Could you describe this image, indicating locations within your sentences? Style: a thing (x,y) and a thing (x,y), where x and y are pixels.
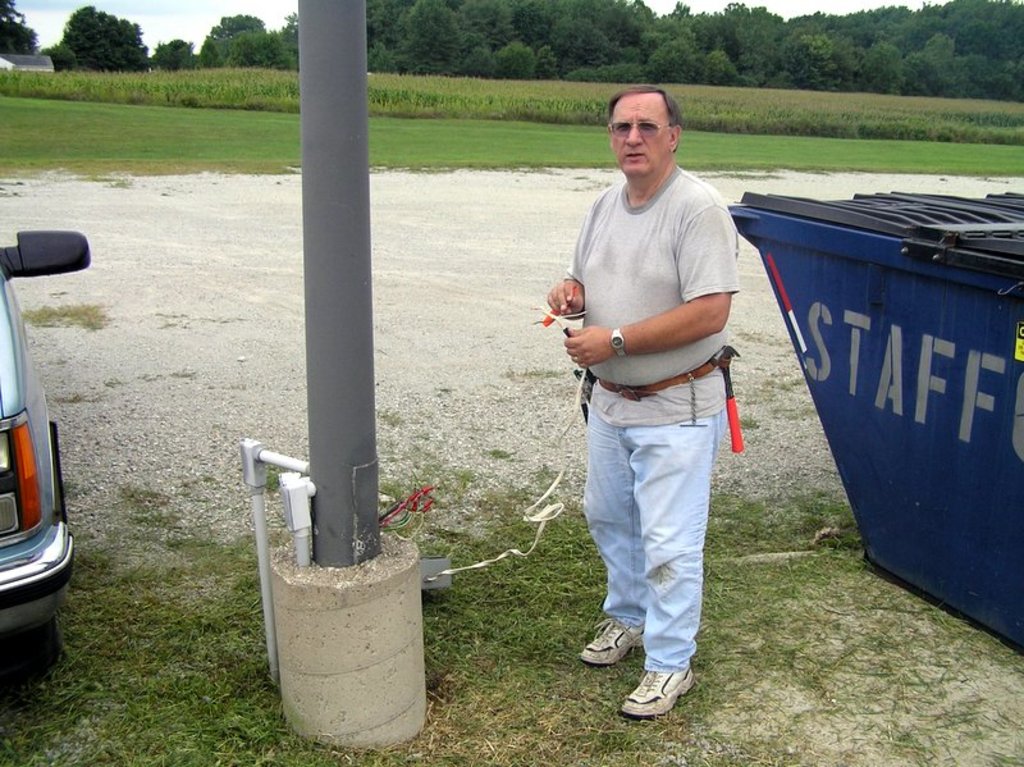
In this image, we can see a person (699,211) in front of the pole (332,394). This person (577,265) is wearing clothes (659,256) and holding a cable (577,388) with his hand (574,358). There is an object (919,320) on the right side of the image (982,382). There is a vehicle (18,349) on the left side of the image (6,345). There are some plants (466,95) and trees (534,38) at the top of the image (633,38).
